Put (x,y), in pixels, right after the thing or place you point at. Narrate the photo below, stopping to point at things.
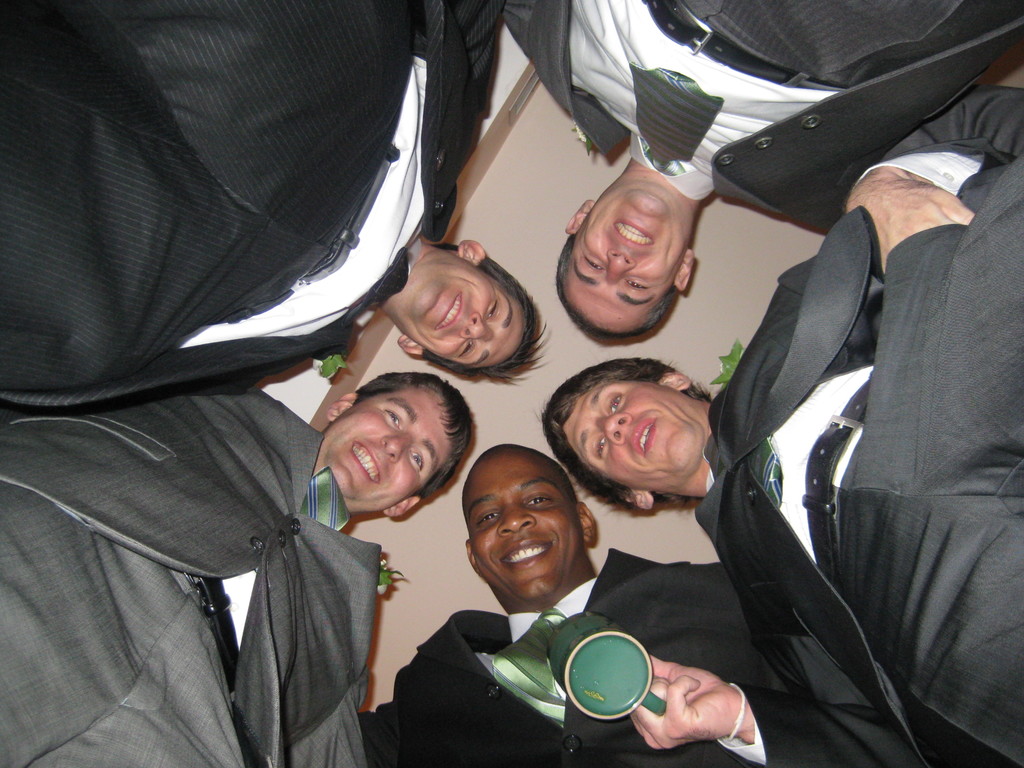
The picture consists of group of men (932,320) wearing suits (506,705). In the middle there is a cup (606,667). At the top (515,159) it is ceiling (716,327).
